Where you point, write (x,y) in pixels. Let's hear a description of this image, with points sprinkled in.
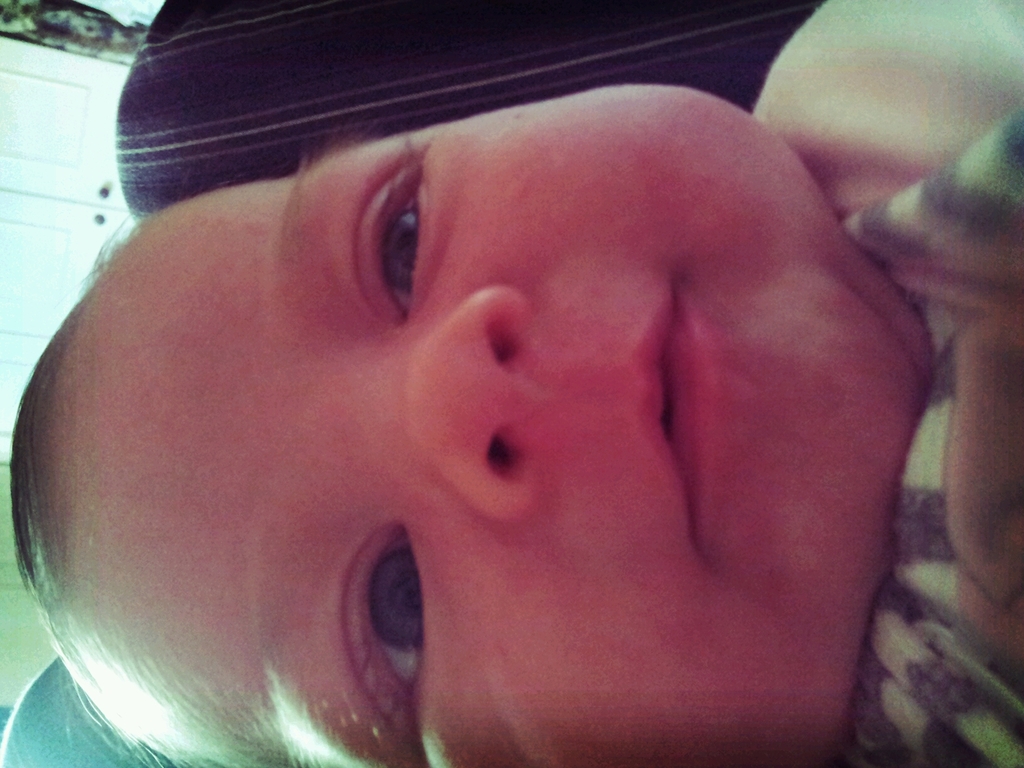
In this image, I can see the face (743,404) of a baby (744,372) smiling. On the left side of the image (81,142), I think these are the doors (61,206), which are white in color.
